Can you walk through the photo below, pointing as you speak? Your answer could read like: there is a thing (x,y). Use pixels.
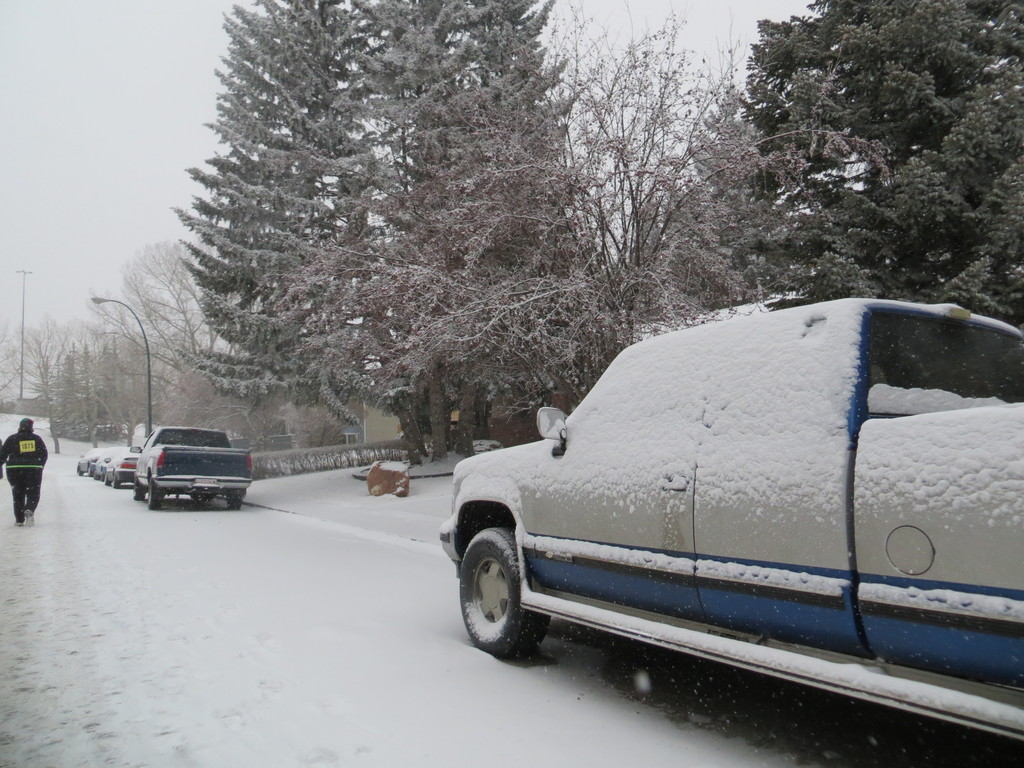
On the right side (792,493) there is a snow (676,454) on the vehicle (672,562), on the left side (22,442) a person (33,495) is walking on this. In the middle (506,309) there are green trees (250,18).
